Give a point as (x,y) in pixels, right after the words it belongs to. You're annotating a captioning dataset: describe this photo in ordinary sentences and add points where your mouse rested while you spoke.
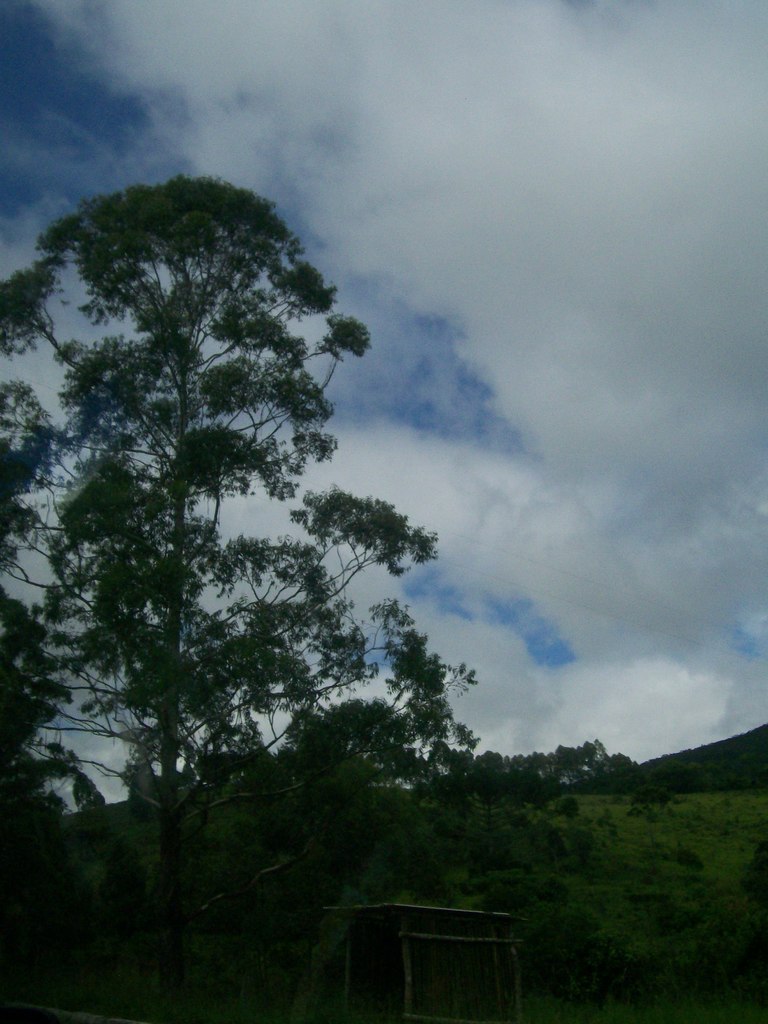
In this image, we can see a shed (457,909) on the ground (617,834) and in the background (290,667), there are trees (300,673). At the top (422,244), there are clouds (610,691) in the sky (583,639).
